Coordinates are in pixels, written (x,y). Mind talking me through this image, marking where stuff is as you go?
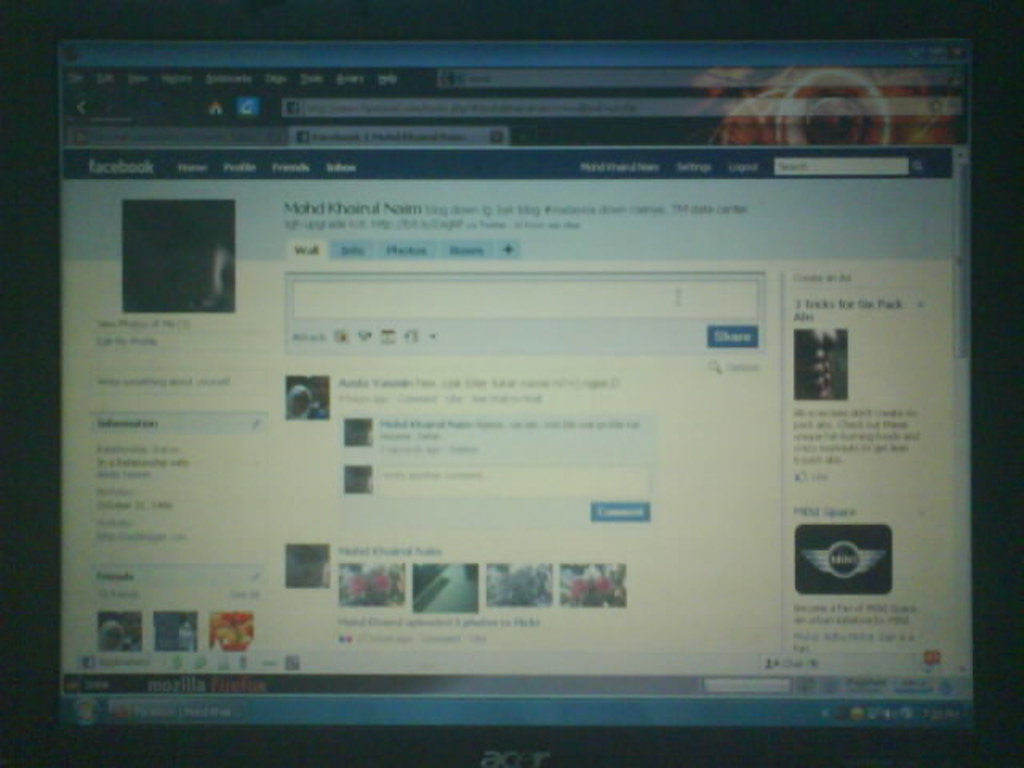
In this image I can see the screen (464,395) and I can see few pictures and something written on the screen (405,536).
